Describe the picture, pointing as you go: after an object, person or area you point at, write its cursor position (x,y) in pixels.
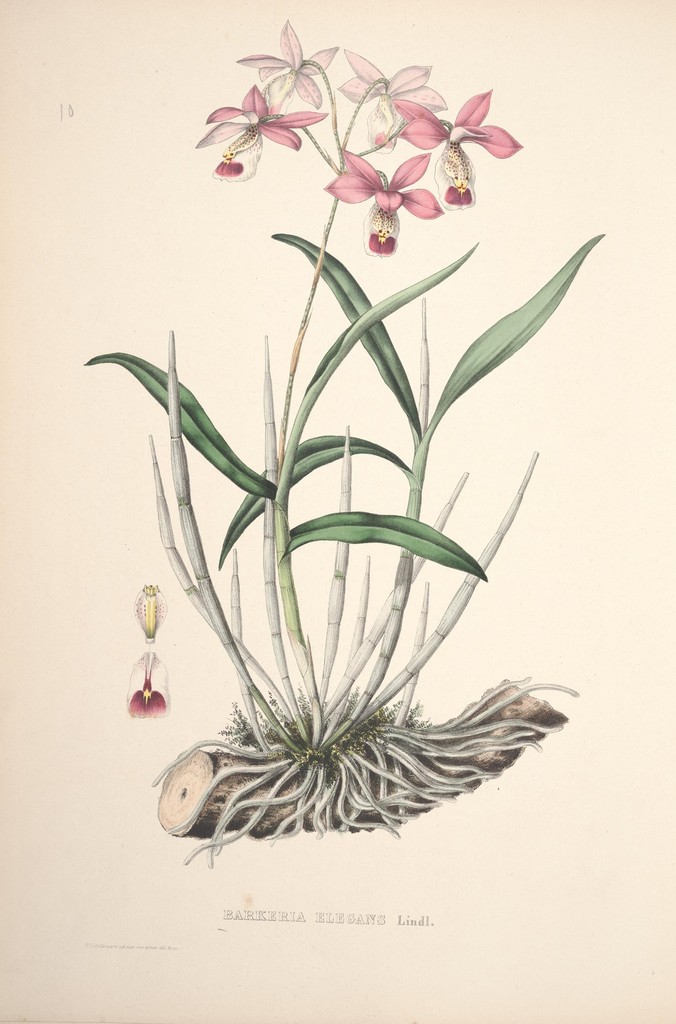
In this image there is a sketch (304,462) of a plant (272,414). There are flowers (283,83) to the plant (351,197). There are roots (363,787) on the trunk (172,801). Below the picture there is text (330,923) on the image.
